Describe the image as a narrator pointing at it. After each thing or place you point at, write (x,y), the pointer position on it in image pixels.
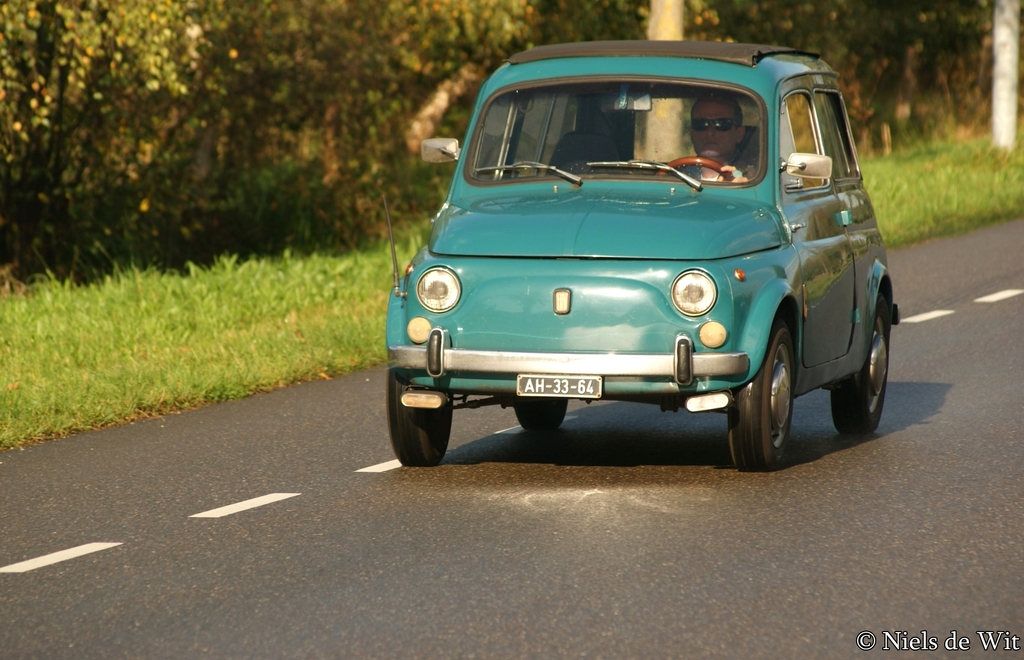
In this image in front (657,198) there is a cars (644,323) on the road (691,447). There is a person (730,141) sitting inside the car (645,188). On the left side of the image (185,289) there is grass (189,289) on the surface (122,323). In the background of the image (374,25) there are trees (645,15), poles (1008,53). There is some text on the right side of the image (965,640).
